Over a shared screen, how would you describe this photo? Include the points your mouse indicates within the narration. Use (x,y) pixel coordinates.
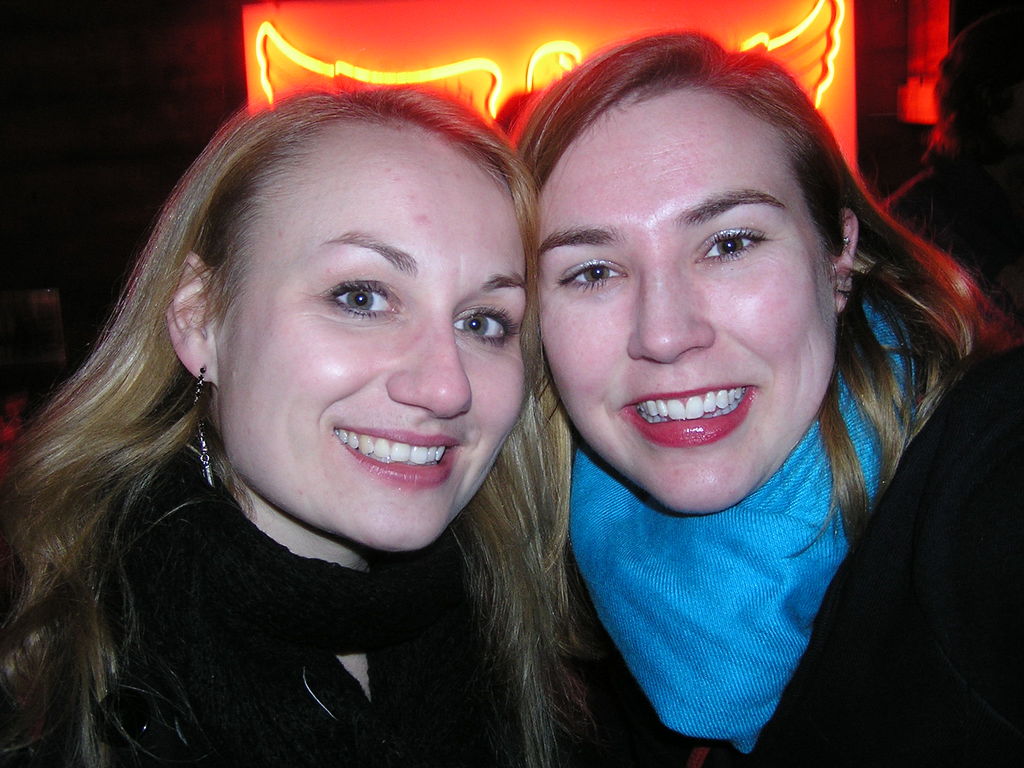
In this image there are two persons (439,180) smiling, and in the background (482,88) there is a light board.
